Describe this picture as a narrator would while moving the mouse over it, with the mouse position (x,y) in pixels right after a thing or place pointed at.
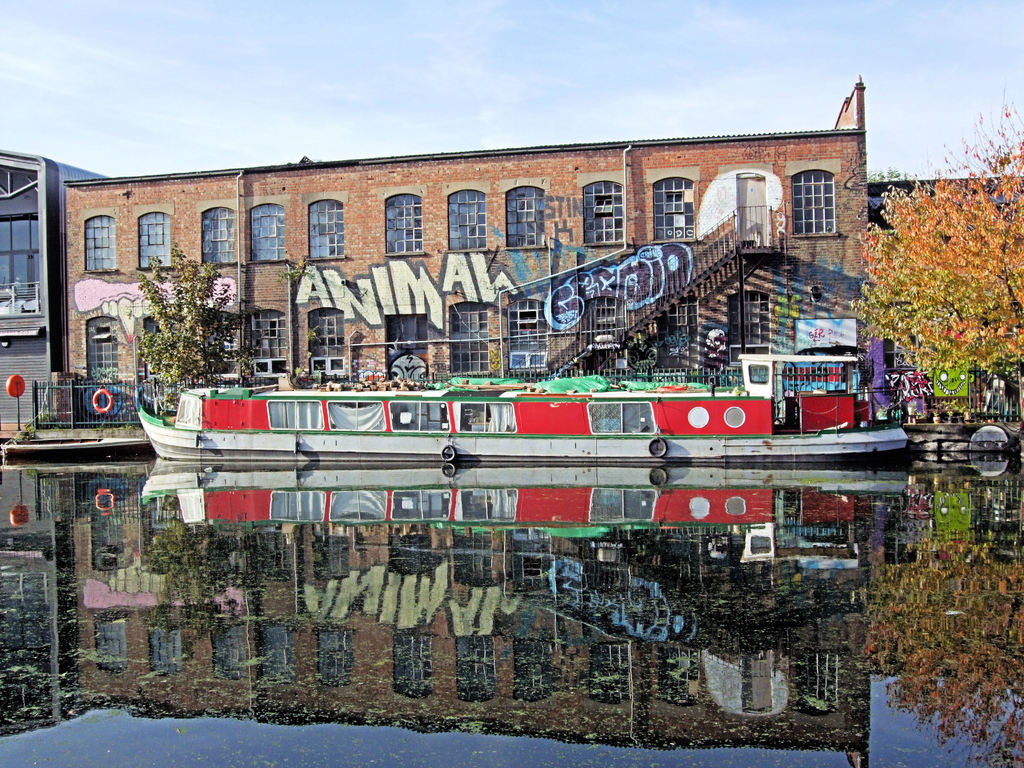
In this picture we can see a boat (871,436) on water (645,561), trees (940,314), buildings (482,342) with windows (810,212), swim tubes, fence (79,387), banners (813,336) and some objects (890,407) and in the background (222,120) we can see the sky (282,126).
